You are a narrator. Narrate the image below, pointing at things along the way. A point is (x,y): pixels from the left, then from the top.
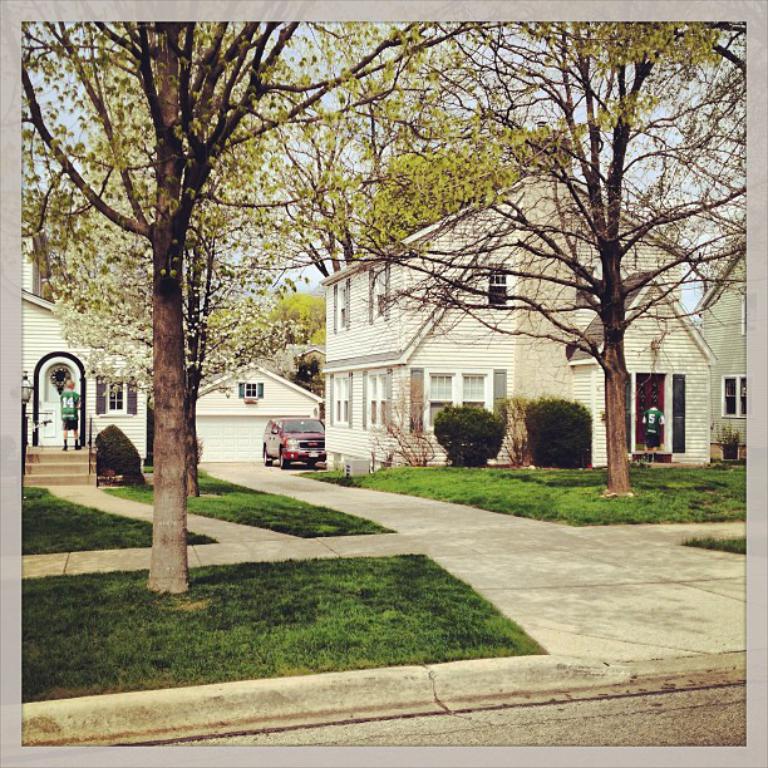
In this image we can see buildings (459,350), persons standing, motor vehicle (307,427), bushes (575,410), trees (387,215) and sky (377,223).
